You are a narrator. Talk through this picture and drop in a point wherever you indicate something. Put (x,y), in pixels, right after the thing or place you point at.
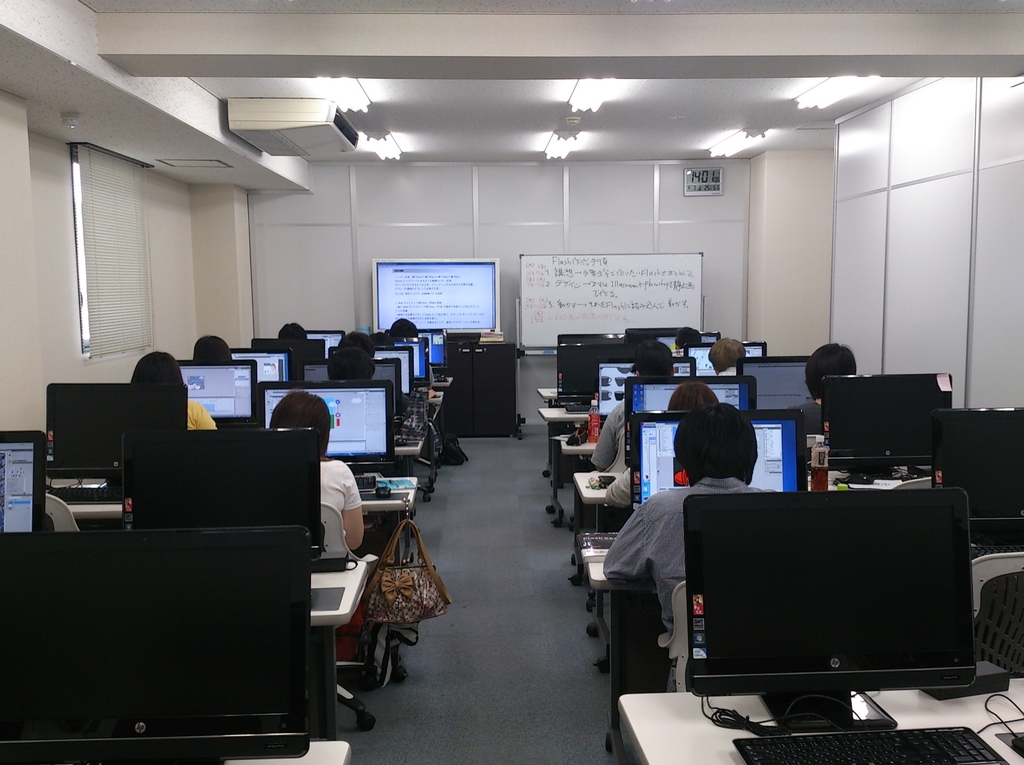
This is an inside view of a room (456,171). In this picture we can see people (831,363) sitting on the chairs (1015,578). On the tables (910,716) we can see monitors (815,584), keyboards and objects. In the background (669,254) we can see a screen (444,303) and boards (650,263). At the top (540,160) we can see the ceiling (663,50) and lights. On the left side of the picture (138,169) we can see a window blind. We can see the floor (515,523) and objects (576,438).
